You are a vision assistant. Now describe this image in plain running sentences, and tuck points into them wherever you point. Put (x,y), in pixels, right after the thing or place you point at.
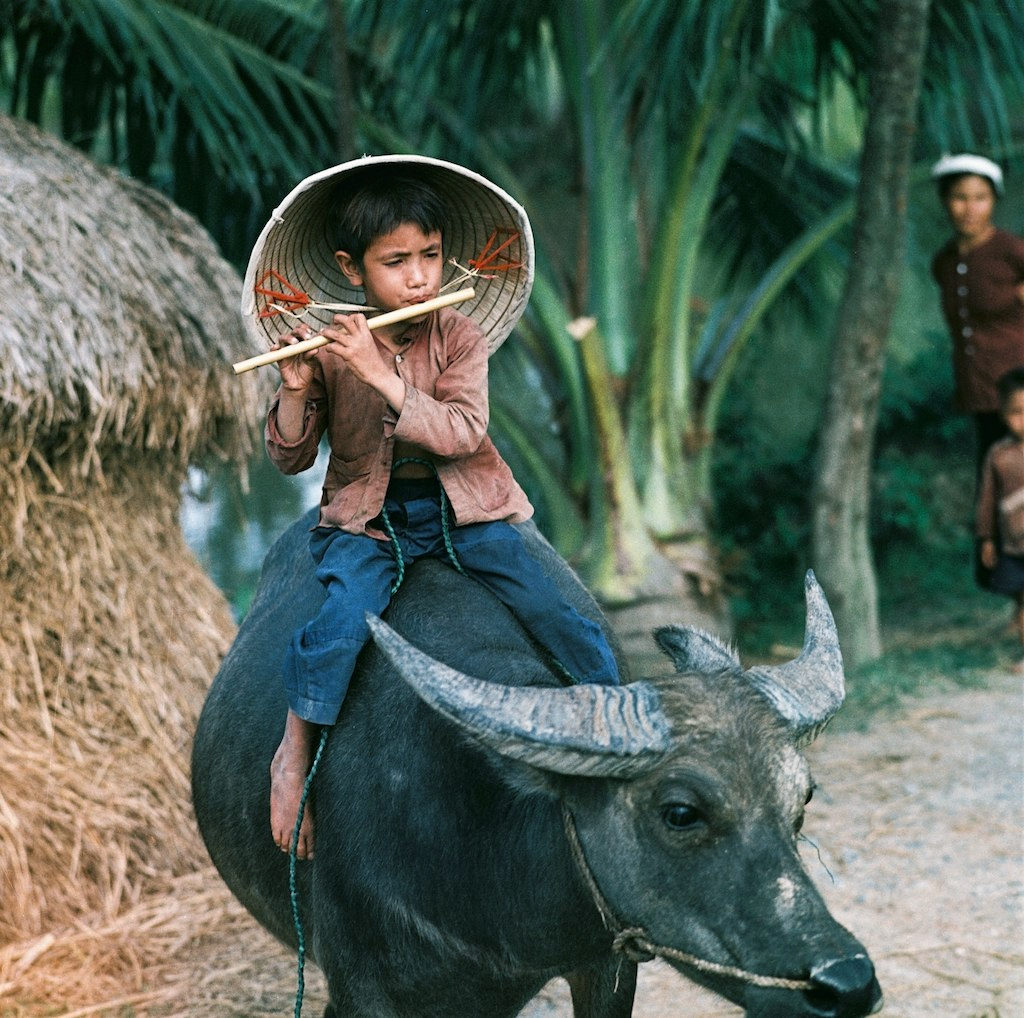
This image consists of a buffalo (379,796). On that a kid (344,447) is sitting. He is playing flute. There are some persons (980,341) on the right side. There are trees (615,240) in the middle (648,363). There is grass (59,374) on the left side (86,364).
